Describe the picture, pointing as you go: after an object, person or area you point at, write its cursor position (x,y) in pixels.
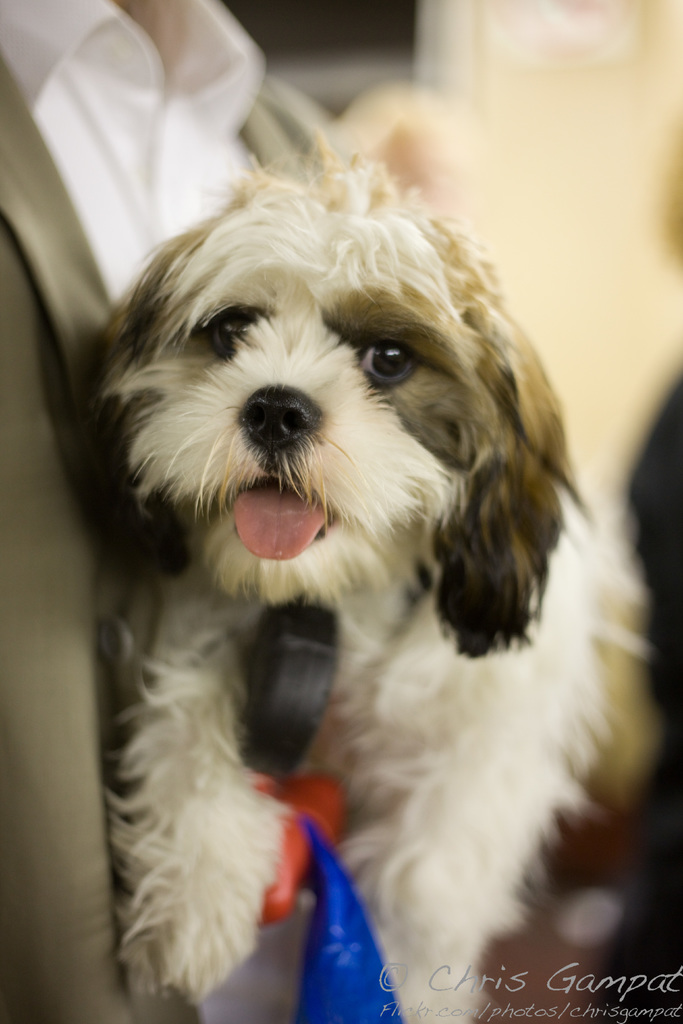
In this image I can see a person (42,717) holding a puppy (479,666). In the bottom right (522,992) there is some text (672,1015). The background (445,62) is blurred.
